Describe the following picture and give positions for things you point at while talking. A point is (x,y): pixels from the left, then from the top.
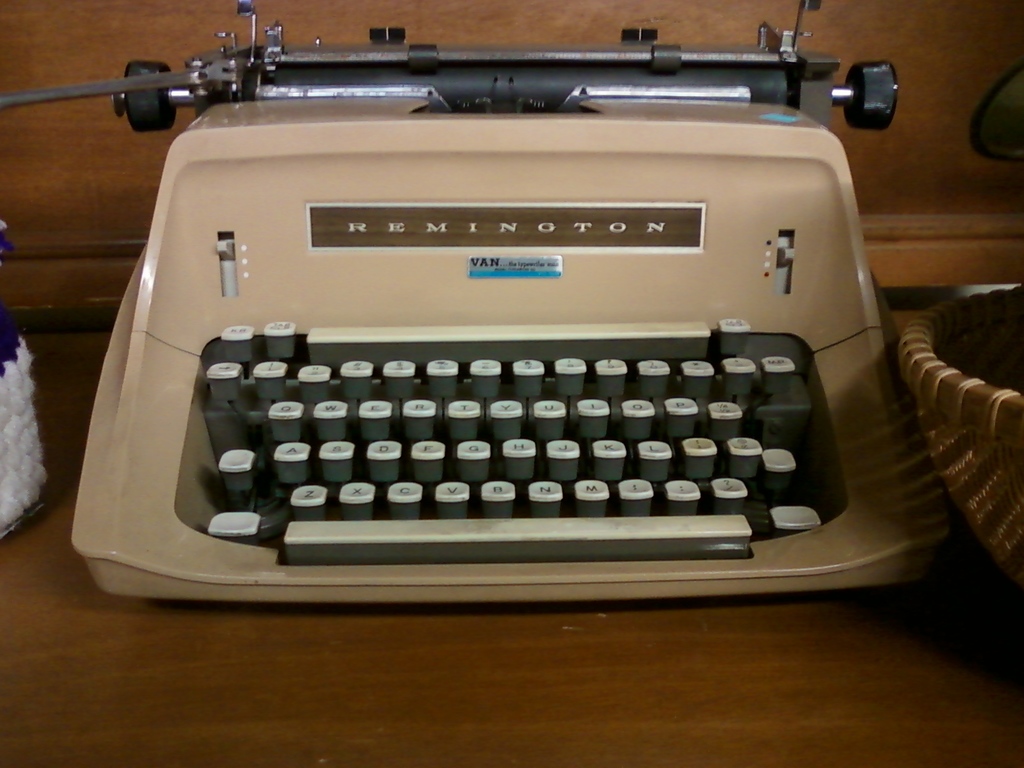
In the picture there is a table (325,760), on the table (419,629) there is a typing machine (281,521), beside the typing machine (819,258) there may be a basket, behind there is a wall (72,237).
